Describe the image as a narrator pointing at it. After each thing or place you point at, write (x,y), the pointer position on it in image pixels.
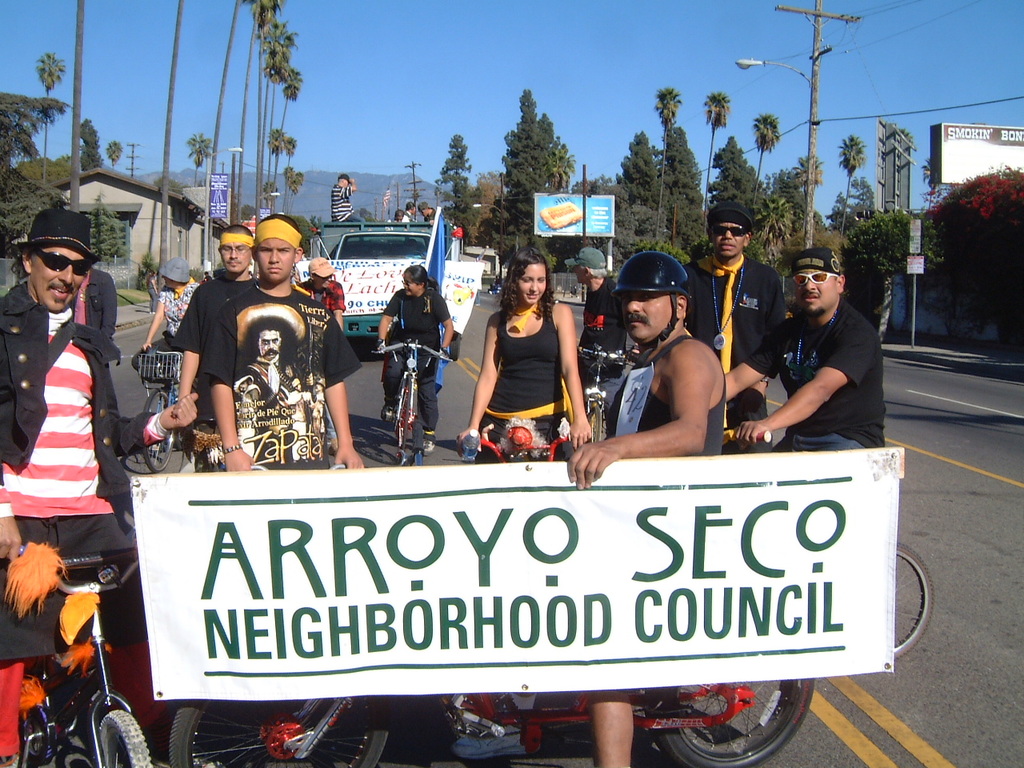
there are many people (408,322) standing on the road (369,360) with their vehicle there are many trees (472,234) there is a clear Sky (473,81).
